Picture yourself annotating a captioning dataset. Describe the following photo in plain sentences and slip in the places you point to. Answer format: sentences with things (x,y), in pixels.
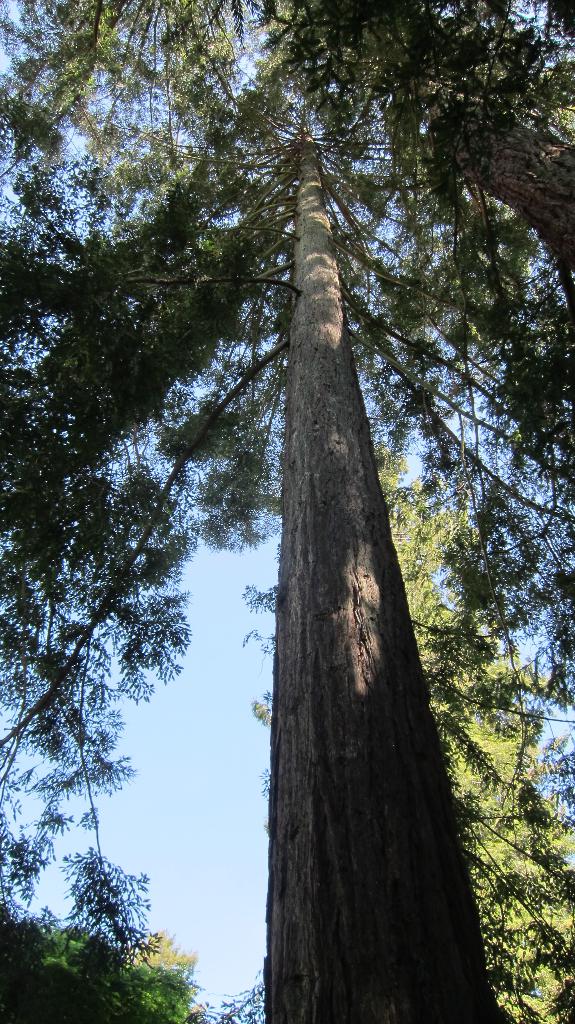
In this image we can see trees (453,868). In the background (216,765), we can see the sky (235,717).
